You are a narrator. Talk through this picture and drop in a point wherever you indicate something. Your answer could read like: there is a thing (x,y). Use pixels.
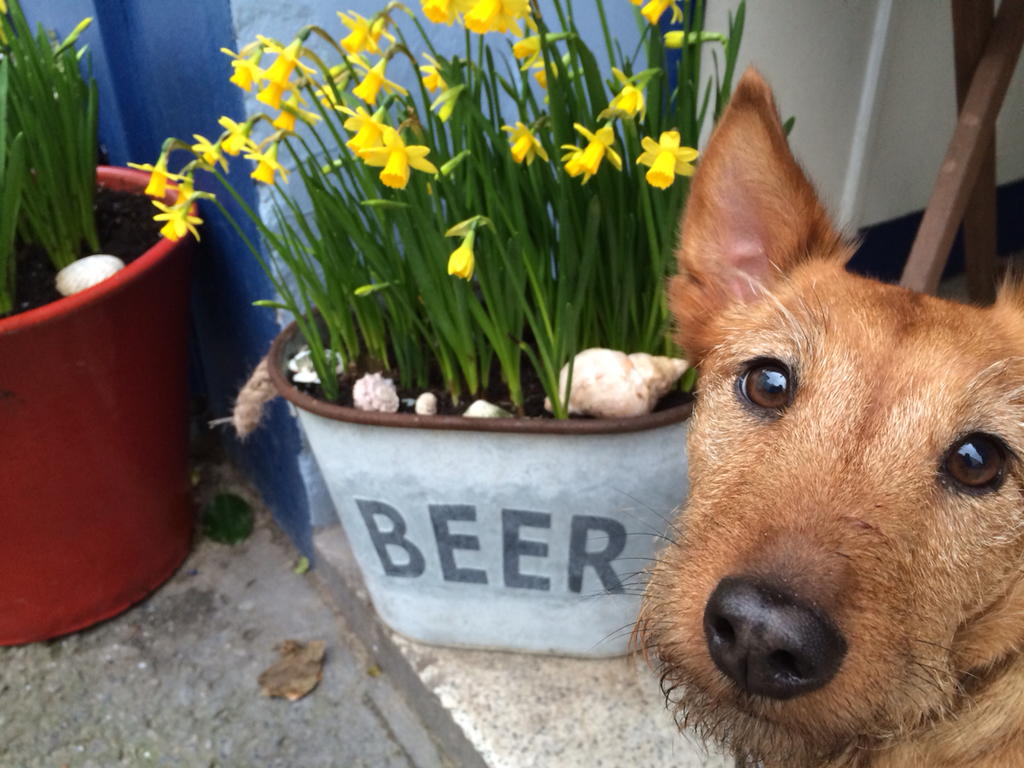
In this picture I can see the dog's face (885,464), beside that I can see some yellow flowers (671,154) on the plants (490,194). On the left (100,397) I can see the red pot (79,361) near to the wall (206,176). On the top right corner (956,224) I can see the wooden post (982,279) near to the door (926,102). At the bottom (299,668) there is a leaf (264,674).
